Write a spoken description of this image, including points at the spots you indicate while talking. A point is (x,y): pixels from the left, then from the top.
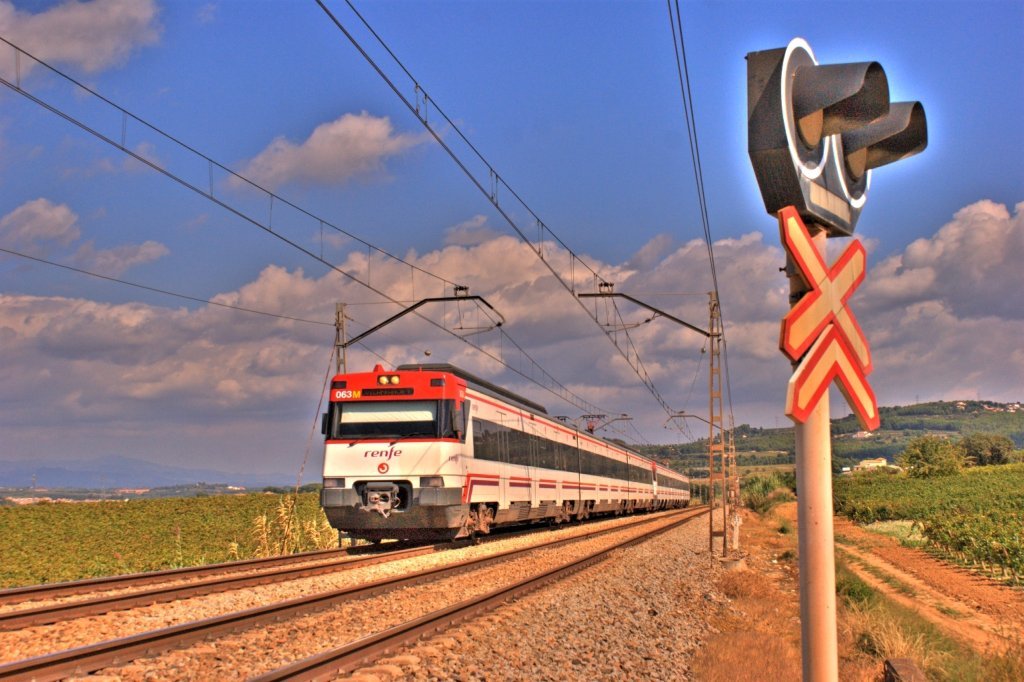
In this image there is a train (350,383) on the tracks (368,565), beside that there are some electrical poles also some plants (995,491) in the ground (595,612) and mountain (967,430).
